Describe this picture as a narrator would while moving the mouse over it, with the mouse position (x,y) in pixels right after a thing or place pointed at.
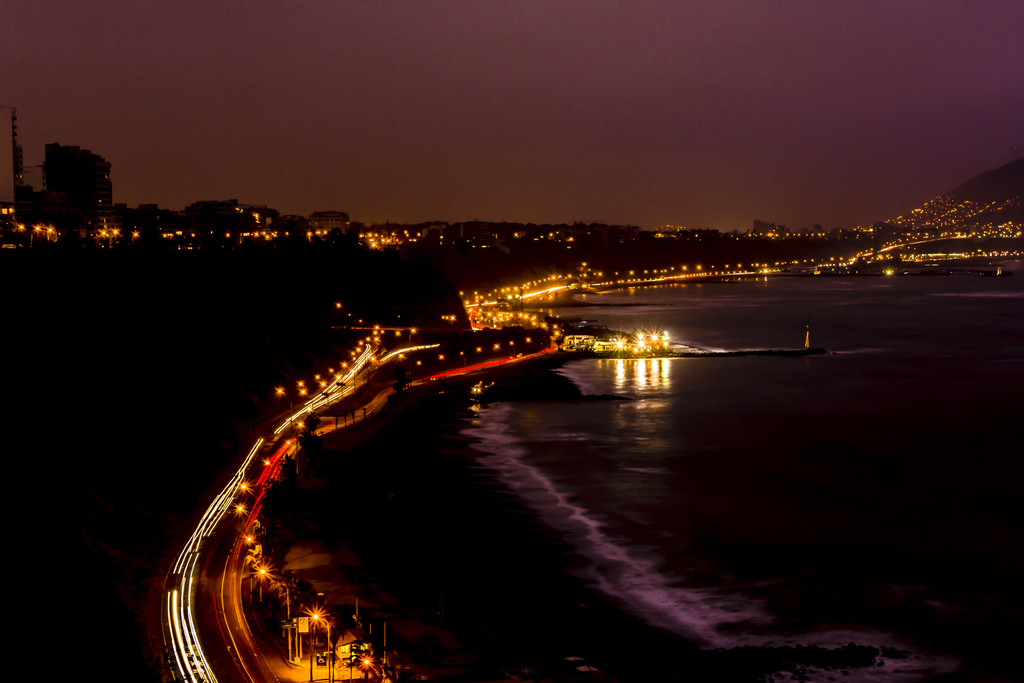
In this image there is the sky (427,90) towards the top of the image (305,51), there are buildings (660,232), there is water (877,440) towards the right of the image (842,500), there is road (262,492) towards the bottom of the image (219,502), there are poles (330,625), there are lights (264,568).
